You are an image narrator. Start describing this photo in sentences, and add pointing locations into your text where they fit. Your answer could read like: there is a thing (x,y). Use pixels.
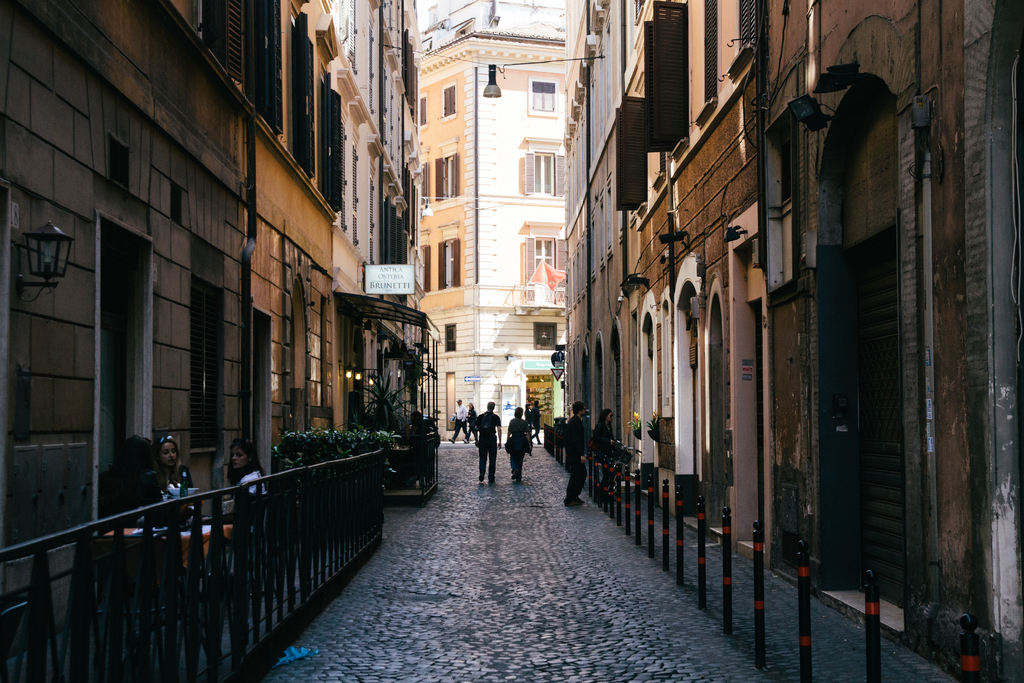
In the middle of this image (529,438) there are few people (497,428) walking on the road (463,519). On both sides of the road (601,556) there are many buildings (260,299). On the right (704,598) and left side of the image (190,573) I can see the railings (90,547). On the left side (170,475) there are few people (135,472) sitting behind the railing (275,540) and there are many plants (340,450).
